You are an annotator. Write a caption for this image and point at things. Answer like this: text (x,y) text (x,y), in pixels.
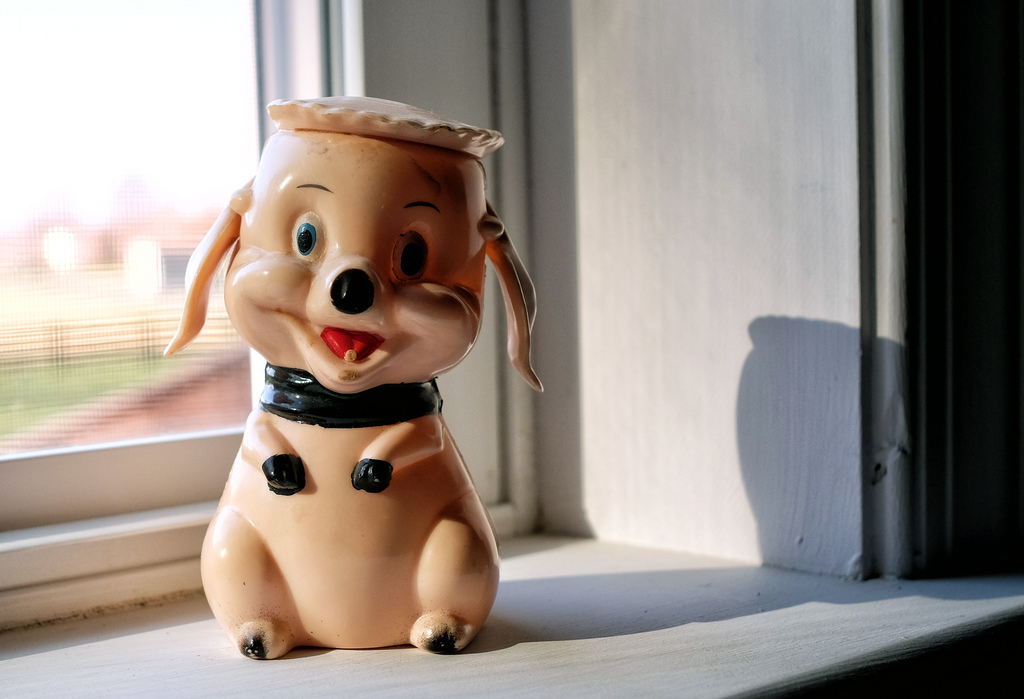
In the center of the image (376,455) there is a doll (376,455) on the white color surface (566,657). In the background of the image (130,272) there is a window (139,230).
